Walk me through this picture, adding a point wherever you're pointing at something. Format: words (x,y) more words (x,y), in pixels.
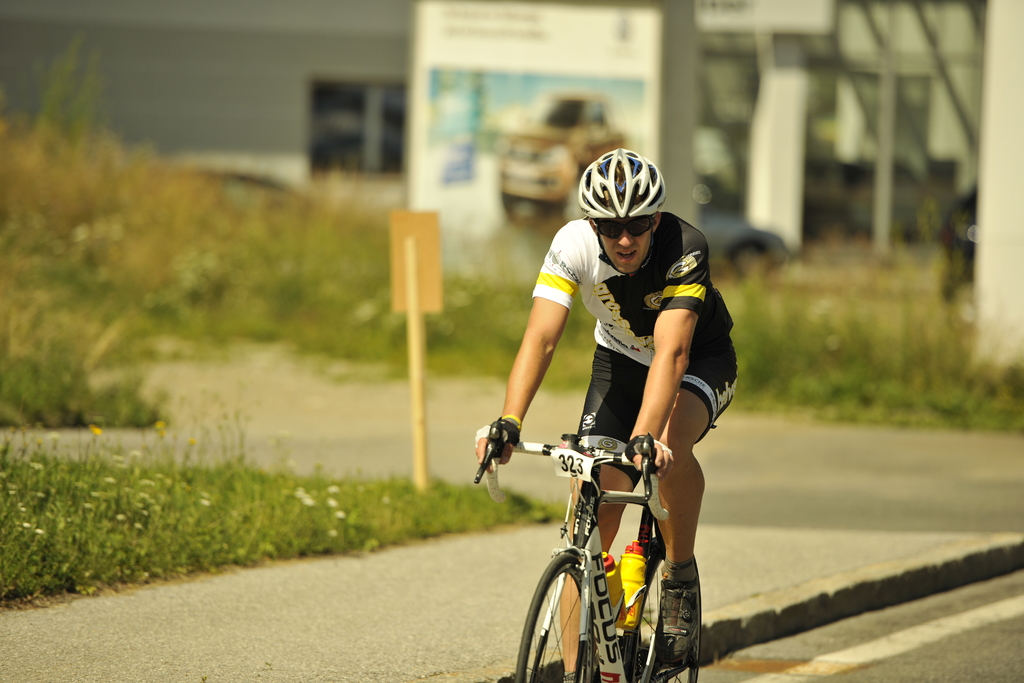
In this image we can see a person (697,475) riding a bicycle (597,565) on the road (141,441), there are some plants (259,197), also we can see a pole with a board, vehicle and a poster (482,240) with some text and image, in the background (852,85) we can see a building (296,108).
